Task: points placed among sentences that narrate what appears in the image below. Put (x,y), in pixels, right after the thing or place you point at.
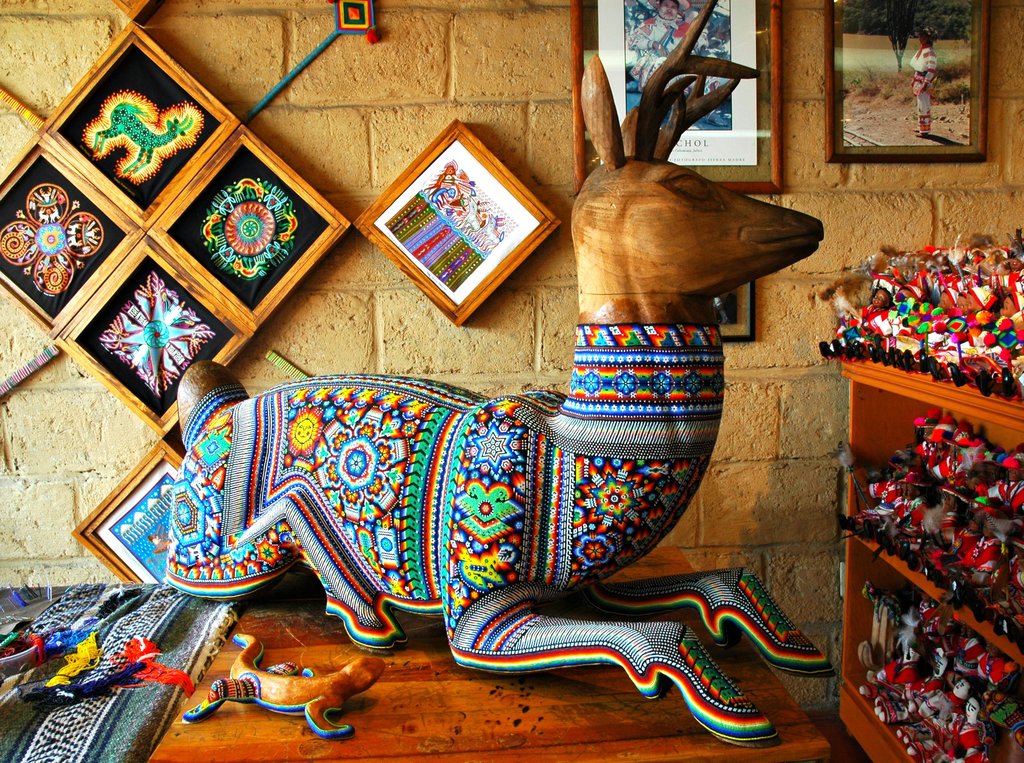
In this image I can see a wooden statue (419,462) of an animal (519,443) which is brown in color and I can see it is painted with different colors on the brown colored surface (431,674). I can see few other wooden objects (340,673) on the surface (282,653). In the background (949,482) I can see a rack (998,640) with number of toys (962,514) in it, the brown colored wall (899,243) and few photo frames (831,132) attached to the wall (326,179).
